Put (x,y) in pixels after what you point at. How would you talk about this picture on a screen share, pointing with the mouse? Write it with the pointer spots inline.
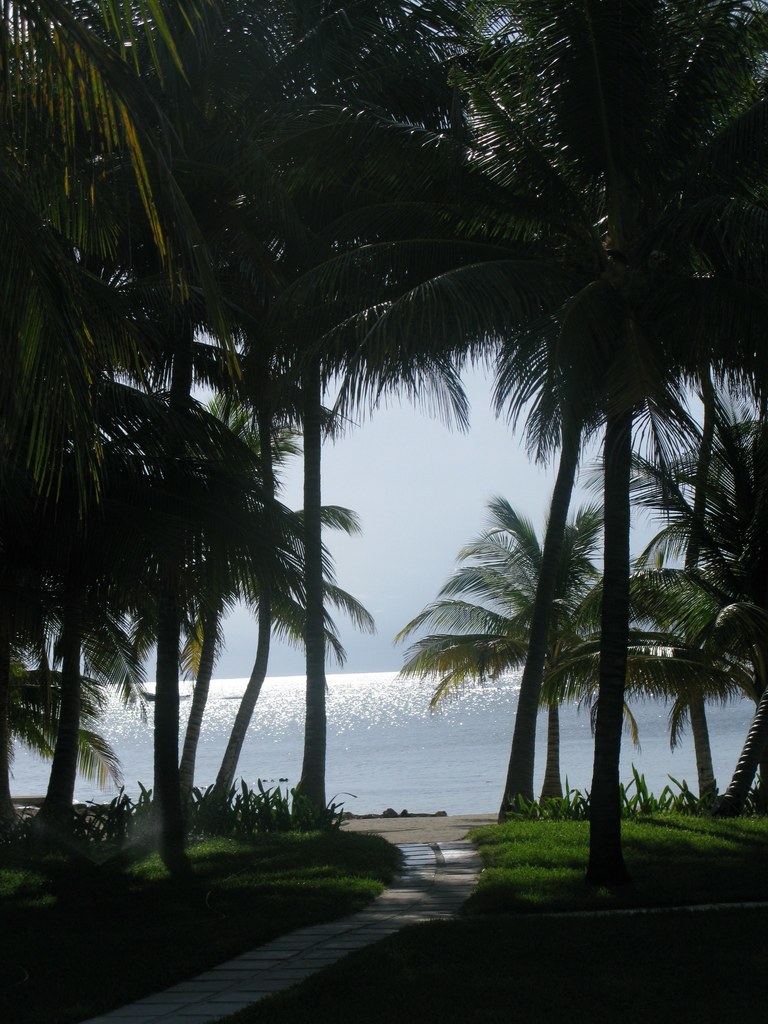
In this picture we can see grass (372,843), plants (671,788), trees (55,394) and path (427,879). In the background of the image (427,740) we can see water (400,680) and sky (435,588).
